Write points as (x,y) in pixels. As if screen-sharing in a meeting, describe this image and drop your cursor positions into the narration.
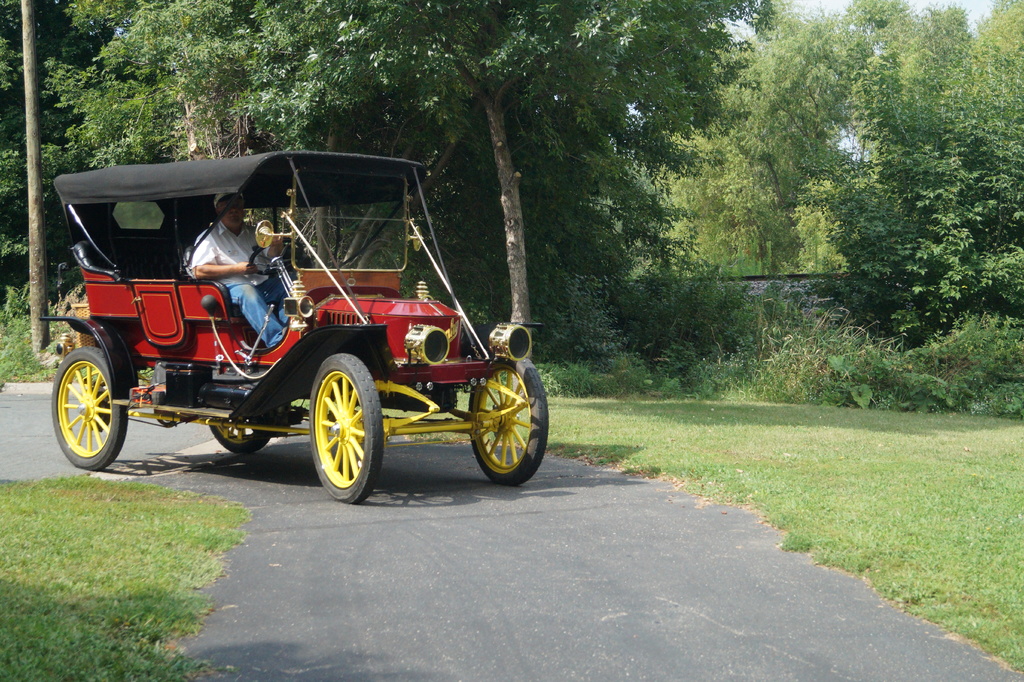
In the picture we can see a car (163,250) which is a very old model, in that we can see a man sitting and driving it and on the either sides of the road (702,640) we can see grass surfaces (164,607), plants (789,338) and trees (983,232).
